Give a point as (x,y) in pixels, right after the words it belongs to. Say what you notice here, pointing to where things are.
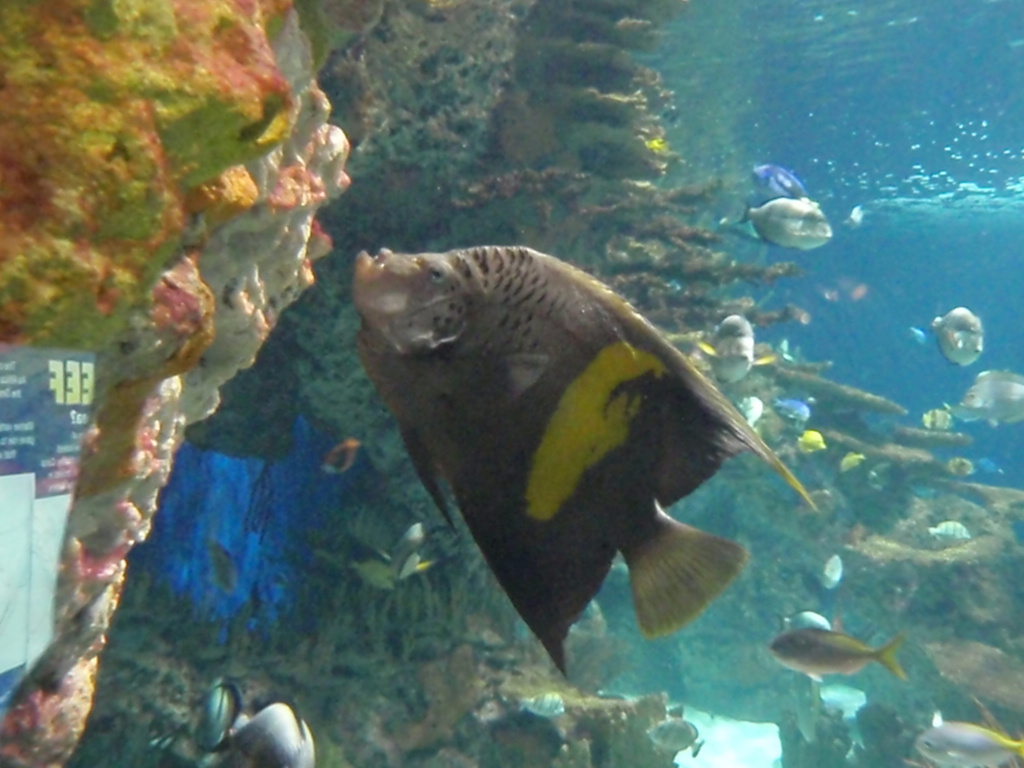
In this image I can see number of fish (737,336) in the water (602,262). On the left side of this image (63,404) I can see few boards (30,426) and on it I can see something is written.
